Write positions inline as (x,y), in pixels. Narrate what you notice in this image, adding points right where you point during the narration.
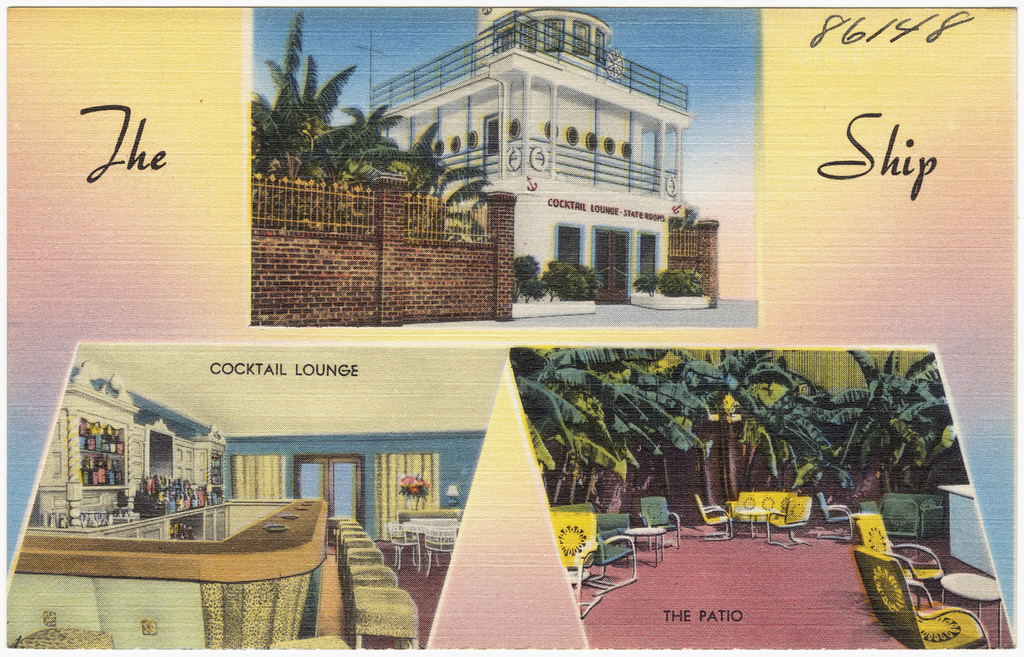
In this image I can see chairs (627,521), tables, trees (611,497), cabinet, wall (474,303), cupboards (206,477), some objects (188,528), door (346,512), buildings (613,286), fence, text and the sky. This image looks like an edited photo.
